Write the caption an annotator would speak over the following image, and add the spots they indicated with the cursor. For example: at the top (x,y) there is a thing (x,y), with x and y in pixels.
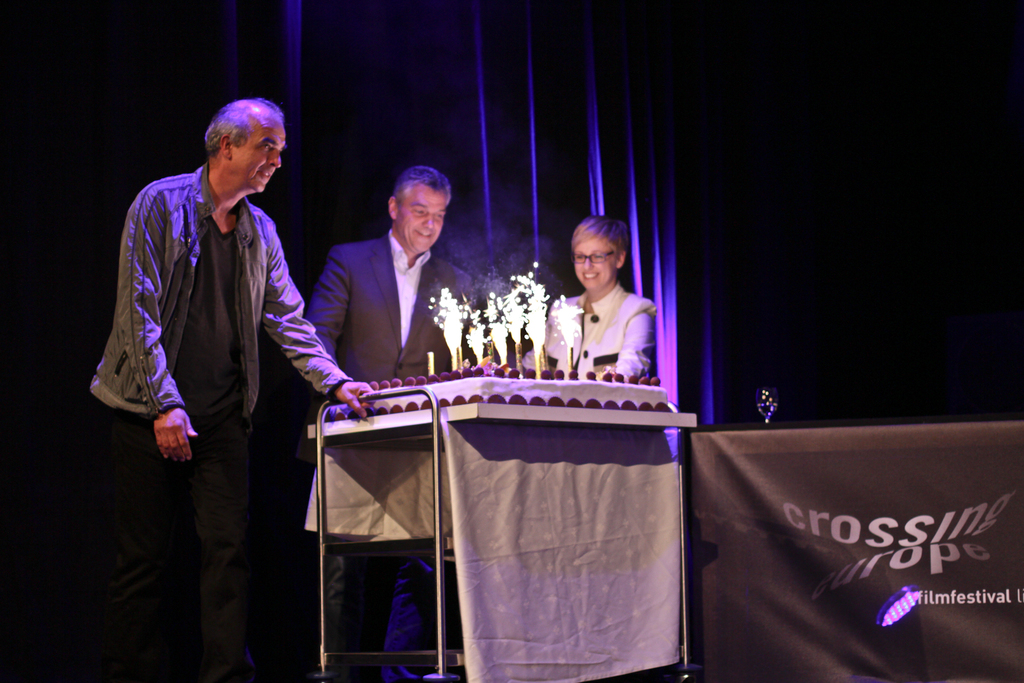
In this image we can see there are three persons (281,313) standing in front of the table (434,533) with a smile. On the table (514,415) there is a cake (525,384) with candles (460,349). On the right side (896,559) there is a banner (861,544) with some text (923,604). The background (773,262) is dark.
